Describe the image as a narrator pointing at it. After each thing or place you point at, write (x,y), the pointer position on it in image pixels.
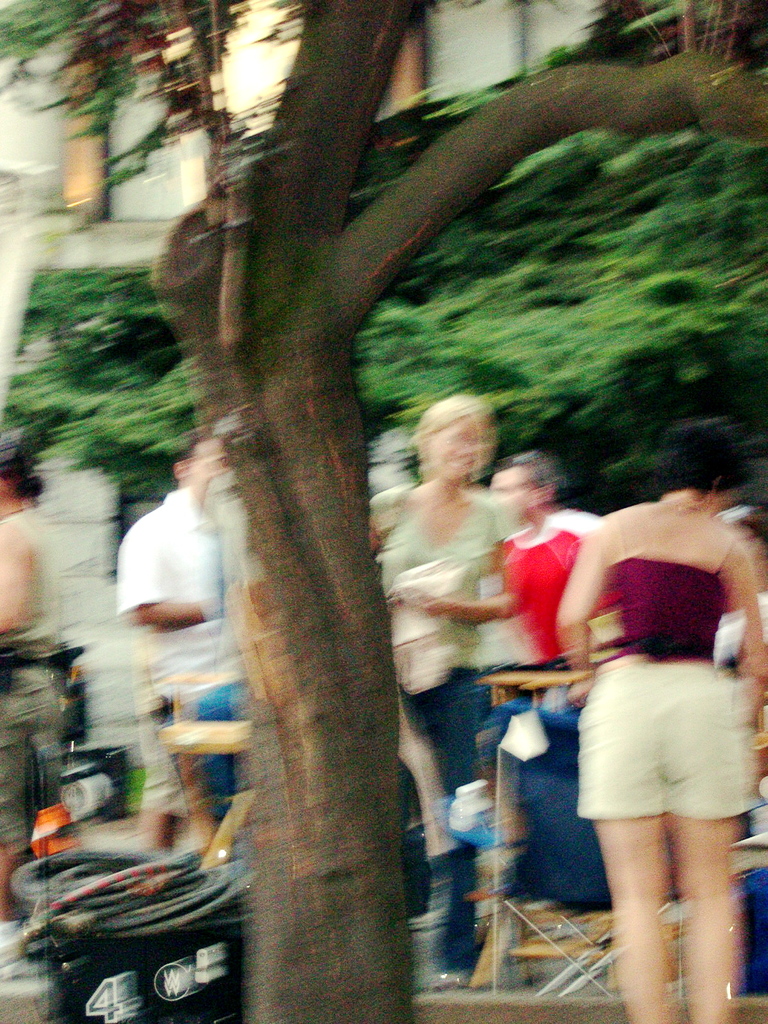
In the center of the image (371,589) there is a tree (353,753). In the background (141,566) there are persons (192,593), tree (591,316) and building (58,237).
